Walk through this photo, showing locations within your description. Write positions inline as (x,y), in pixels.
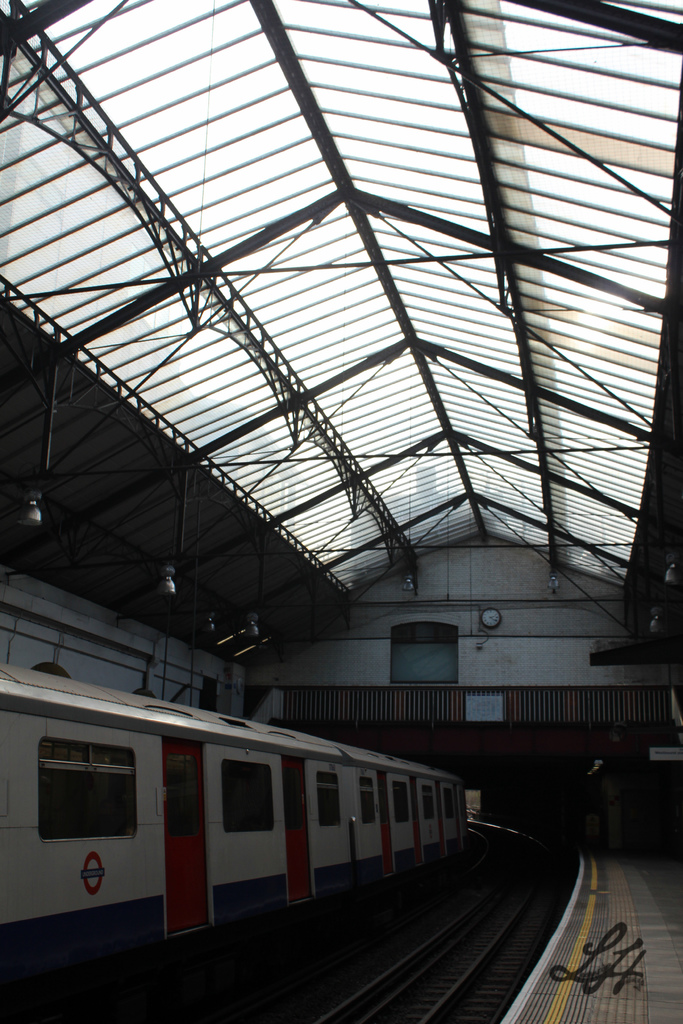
In this image, we can see a train (311,923) and the track (421,993). We can also see the ground (668,929) and the wall (678,797) with some objects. We can also see some boards (497,703). At the top (310,329), we can see the shed (455,536) and some lights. We can also see some text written on the bottom right corner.
